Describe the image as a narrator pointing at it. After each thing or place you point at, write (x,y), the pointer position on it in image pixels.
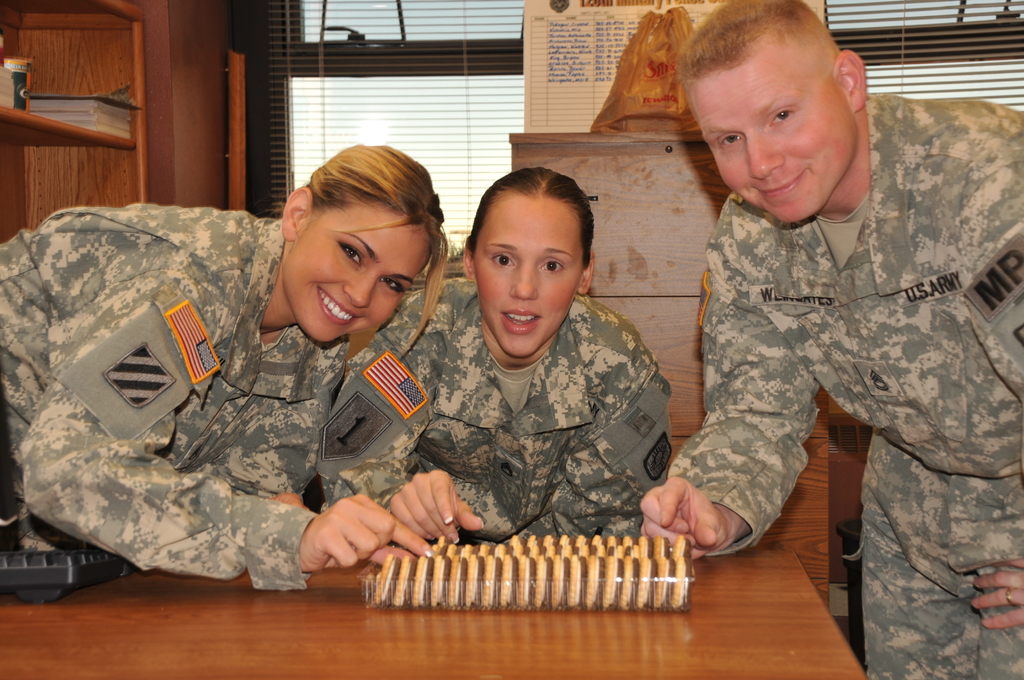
As we can see in the image there is a wall (193,91), window blinds (382,114), three persons (479,276) wearing army dresses (426,349) and there is a table (134,629). On table (319,618) there is keyboard (48,593).
